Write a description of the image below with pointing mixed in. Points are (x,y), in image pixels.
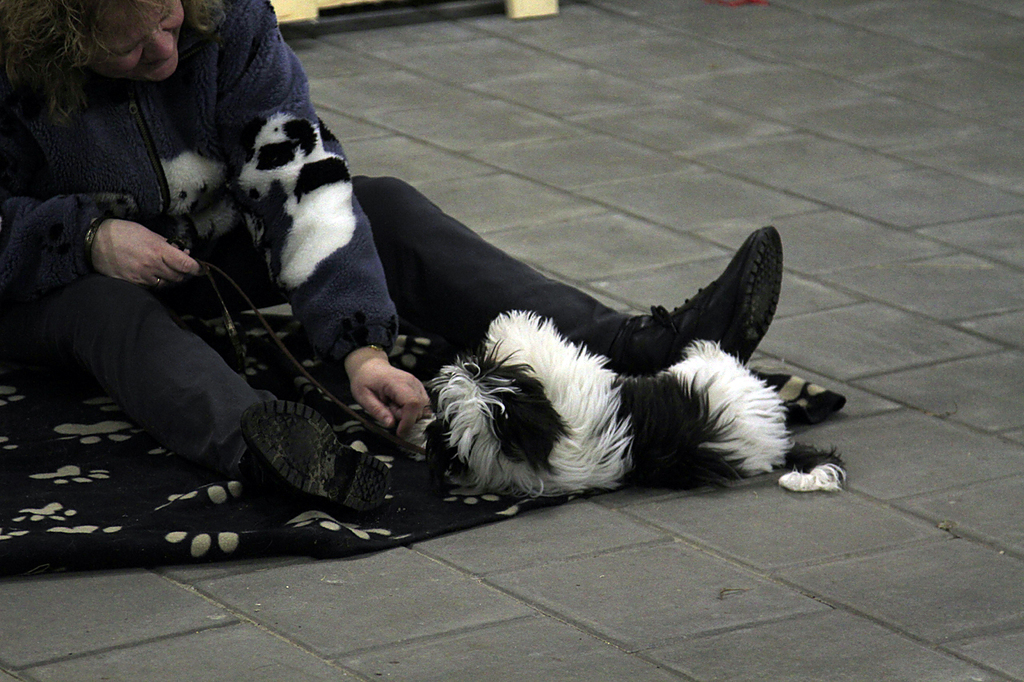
In this image i can see a person (77,184) sitting, wearing a jacket (231,157), shoes (265,418) and jeans (160,352). I can see a animal (733,373) lying on the floor (66,592).
